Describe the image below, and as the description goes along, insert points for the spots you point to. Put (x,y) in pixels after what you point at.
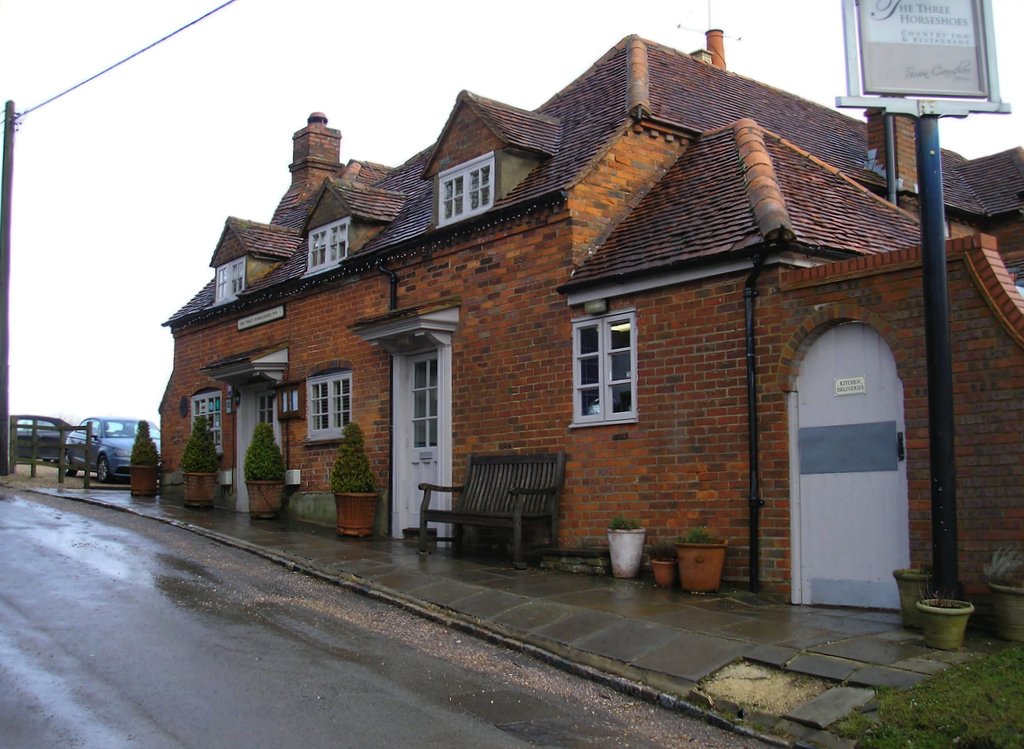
In this image there is the sky (477,63), there is a house (701,359) truncated, there are windows (599,368), there are doors (420,429), there is a bench (480,496), there are flower pots (365,519), there are plants (144,457), there is a pole (938,175), there is a board (918,49) truncated, there is a pole (7,224) towards the left of the image (8,192), there is a wire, there are vehicles (76,434), there is fencing (56,446), there is road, there is a flower pot (1002,597) truncated towards the right of the image (1015,590).
